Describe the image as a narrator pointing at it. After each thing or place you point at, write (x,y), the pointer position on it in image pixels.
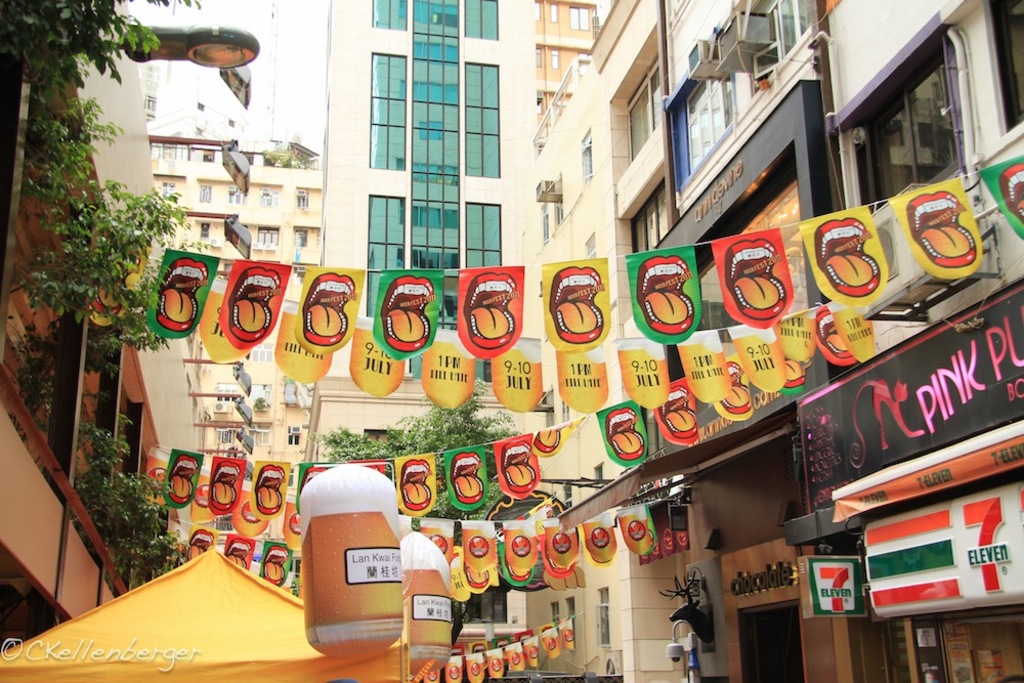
In the picture I can see the buildings (562,70) and glass windows (729,120). I can see the air conditioners (720,37) on the wall (682,40) of the building (694,17) on the top right side (706,17). I can see the lights (208,65) on the wall (268,215) on the top left side (227,45). I can see the designed small flags (648,299) on the rope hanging on the road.
